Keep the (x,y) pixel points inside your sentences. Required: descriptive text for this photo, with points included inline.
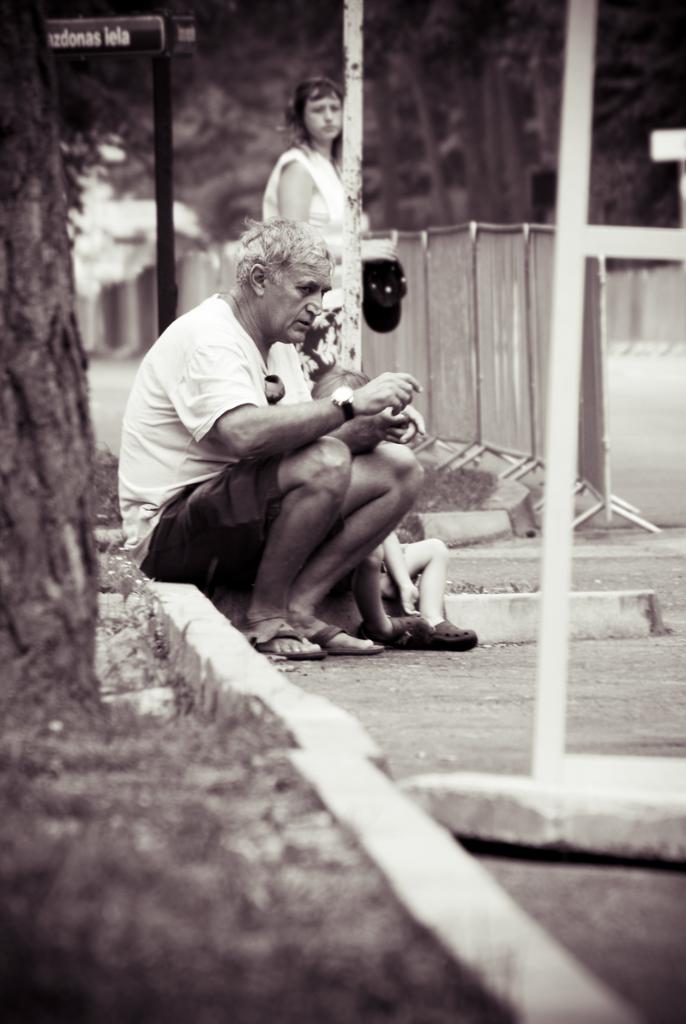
In this image I can see a person (190,442) wearing white t shirt (184,447) and short (218,521) is sitting and a woman (342,126) standing and a child (350,374) sitting. I can see a tree (69,593), some grass (171,780), few poles (574,393), the railing (534,383), the road (610,424), few trees (387,188) in the background (596,430).
